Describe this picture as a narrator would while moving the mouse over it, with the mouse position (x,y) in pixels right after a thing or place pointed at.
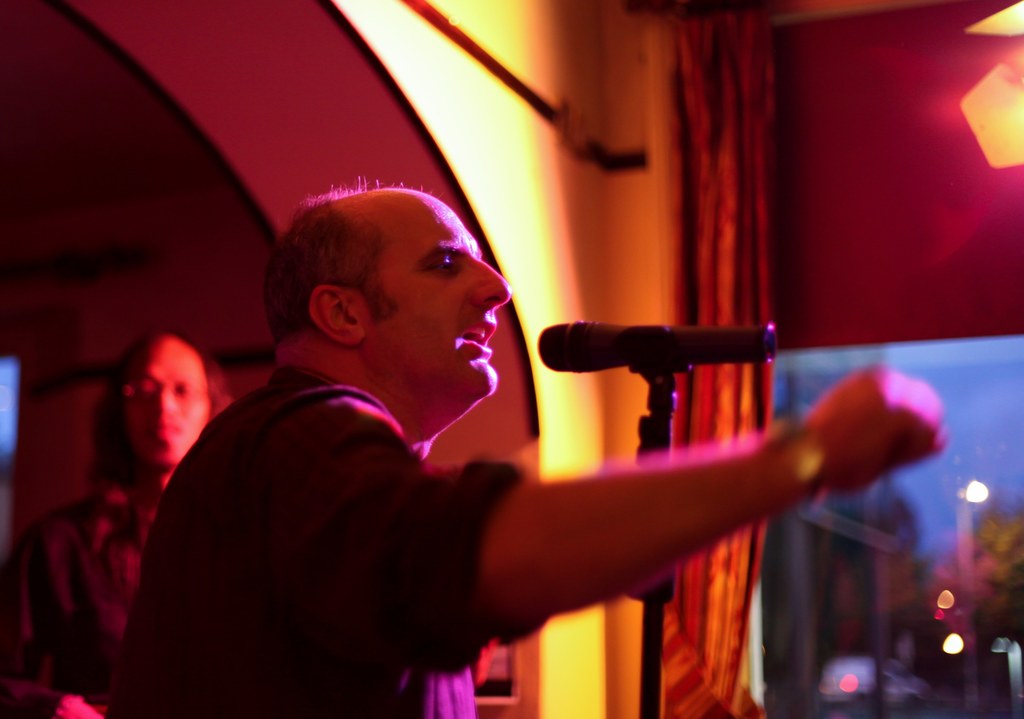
In this picture I can observe a man (393,381) standing in front of a mic (572,335) and a stand (649,617). On the left side (122,531) there is another person (142,467). In the background (735,196) I can observe curtain (690,275) and a wall (498,160).
